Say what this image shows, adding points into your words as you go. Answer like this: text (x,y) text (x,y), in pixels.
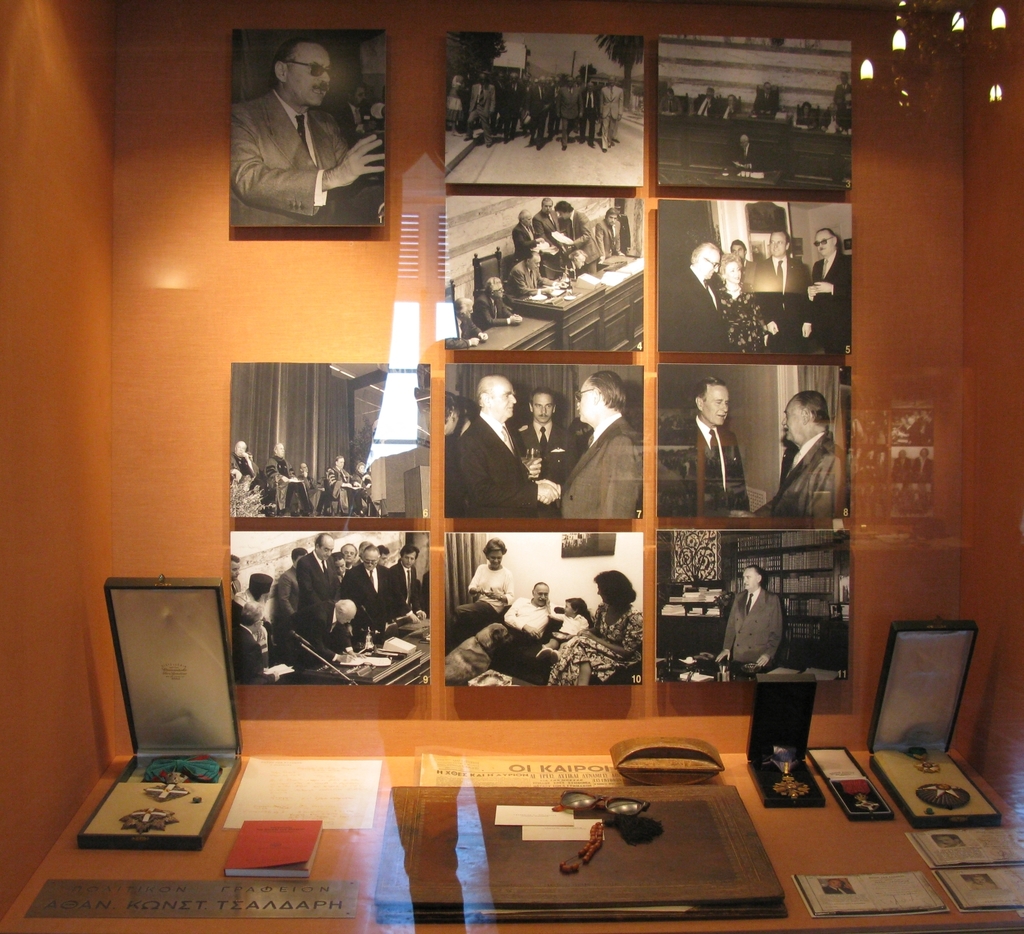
This picture is clicked inside the room (1004,700). In the foreground (579,832) we can see a table (772,829) on the top of which boxes (115,831) containing some items (151,819) and a book (289,857) and some other objects (591,842) are placed. In the background (66,342) we can see the wall (171,306) on which we can see the pictures (702,395) of group of persons (498,414) and pictures (737,539) of many other objects (806,576) are attached. In the top right corner (926,103) we can see the reflection (909,53) of a chandelier (899,66) and we can see the reflection (924,449) of some other objects (928,462) on the glass (399,898) and in the center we can see the reflection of a window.
